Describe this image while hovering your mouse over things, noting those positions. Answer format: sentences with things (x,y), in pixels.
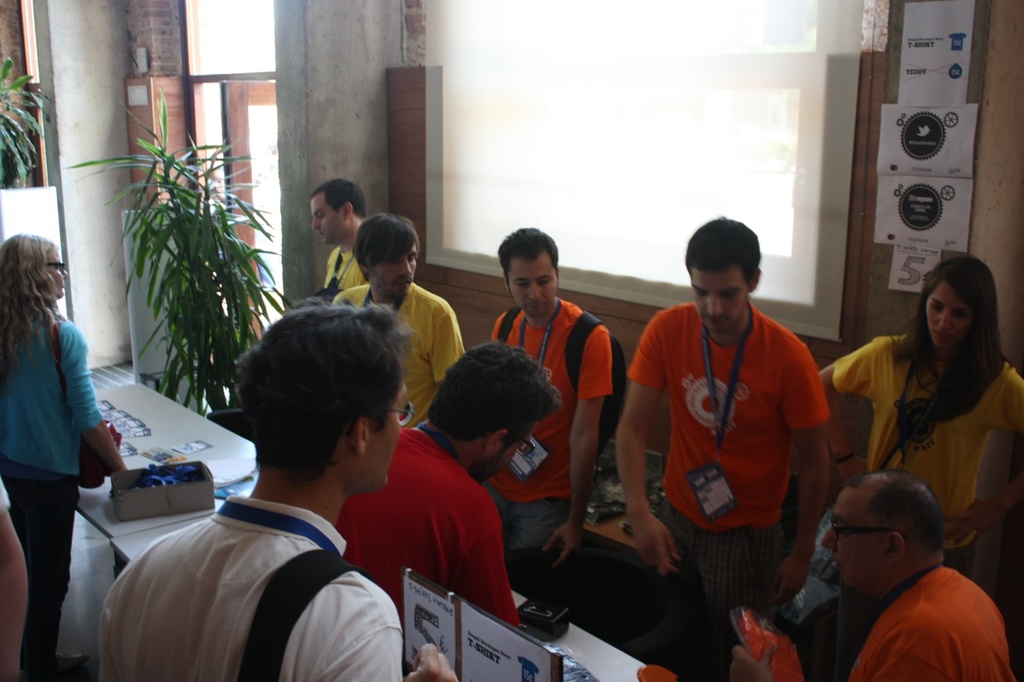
This image is taken indoors. At the bottom of the image (380,478) there is a man (310,469) and there is a table (616,673) with a few things (132,479) on it. On the left side of the image (89,430) a woman (79,422) is standing on the floor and there is a plant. On the right side of the image (966,599) a man (912,498) is sitting on the chair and a woman (913,433) is standing on the floor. In the middle of the image (436,453) five men (781,389) are standing on the floor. In the background (197,119) there is a wall (177,116) with a window (210,69), a door (229,127) and a few posters (911,214) on it and there is a plant (207,263) in the pot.
